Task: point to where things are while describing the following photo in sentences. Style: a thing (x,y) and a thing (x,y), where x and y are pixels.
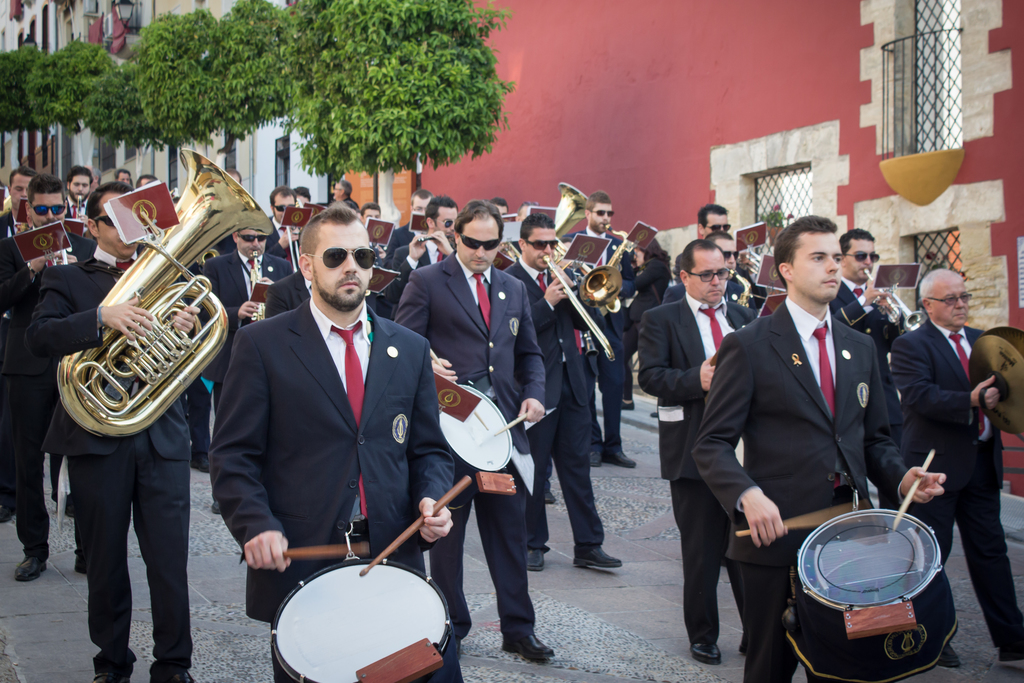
In this image we can see there are people (243,476) walking on the ground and playing musical instruments (146,352). At the back (530,143) we can see there are buildings (528,150), grille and trees (271,99).
